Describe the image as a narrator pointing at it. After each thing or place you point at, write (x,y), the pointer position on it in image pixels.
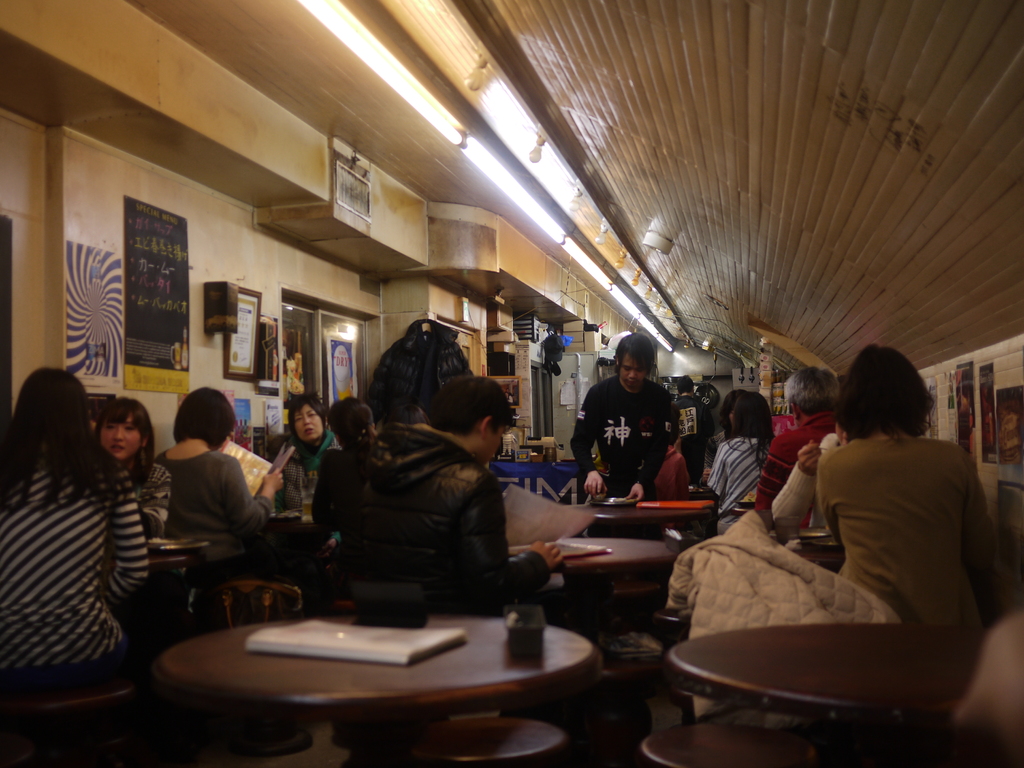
It seems to be the image is inside the restaurant (717,511). In the image there are group of people (413,532) sitting on chair (633,595) and looking into a menu card (550,539). On left side (194,313) there is a wall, hoardings (164,332), door (319,338) which is closed, in middle (618,406) there is a man (610,396) standing and holding a plate (634,505). On right side (985,380) there are some papers (983,423), posters (984,374) and roof (619,171) is on top (626,187).
